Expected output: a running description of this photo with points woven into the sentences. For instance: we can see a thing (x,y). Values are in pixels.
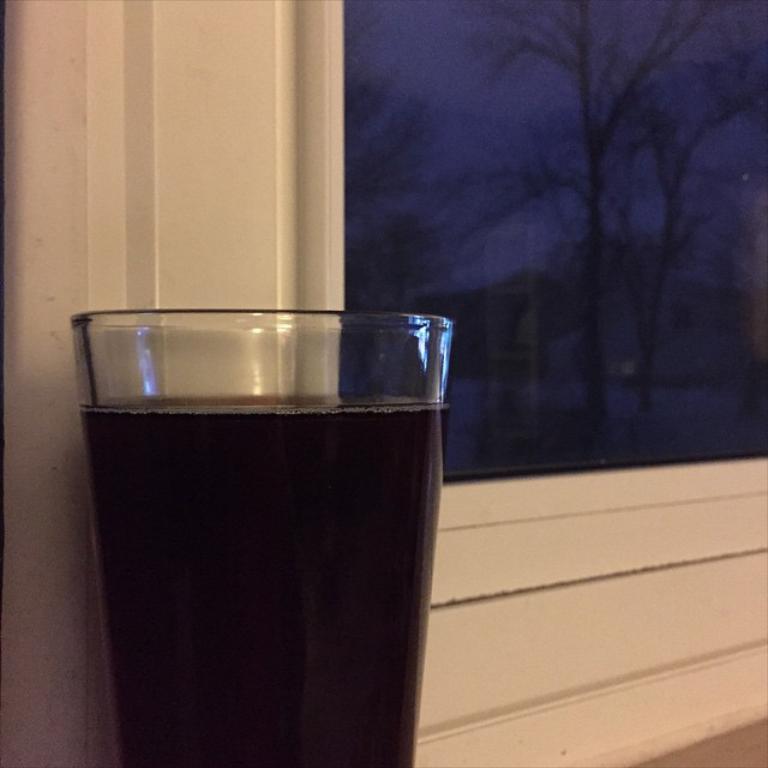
In this image, we can see a glass (290,466) in front of the window (484,231).
